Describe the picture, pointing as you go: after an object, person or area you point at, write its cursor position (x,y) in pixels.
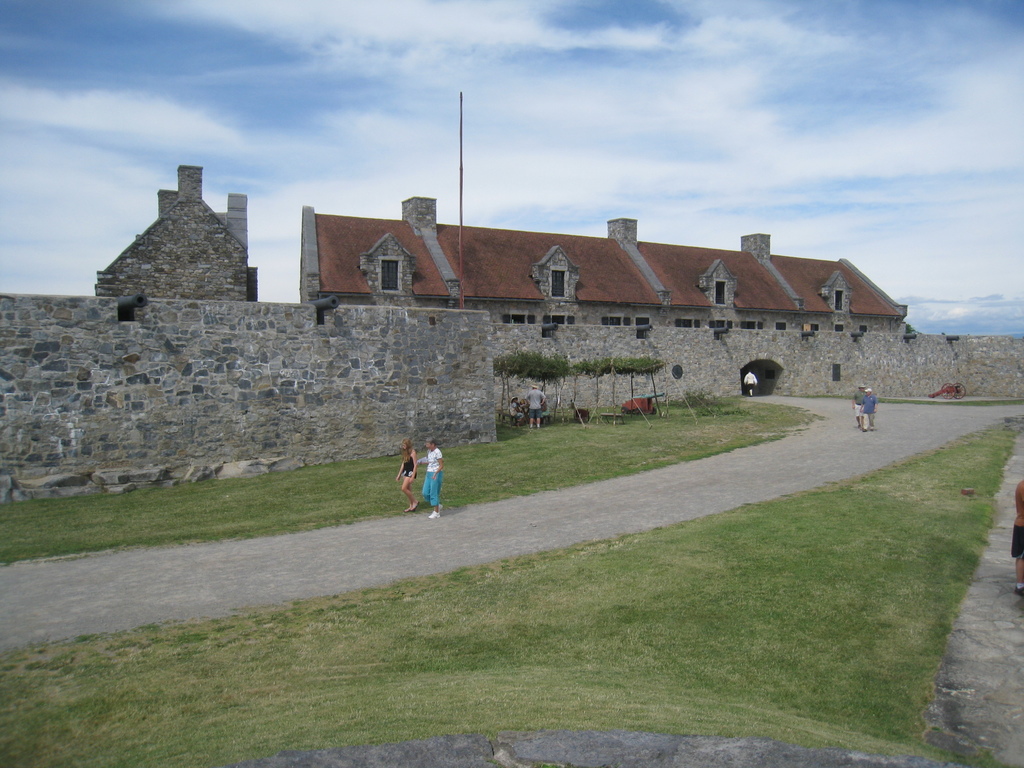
In this image I can see few buildings (792,288), windows (722,291), wall (338,352), trees (625,365) and few people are around. The sky (707,136) is in white and blue color.
